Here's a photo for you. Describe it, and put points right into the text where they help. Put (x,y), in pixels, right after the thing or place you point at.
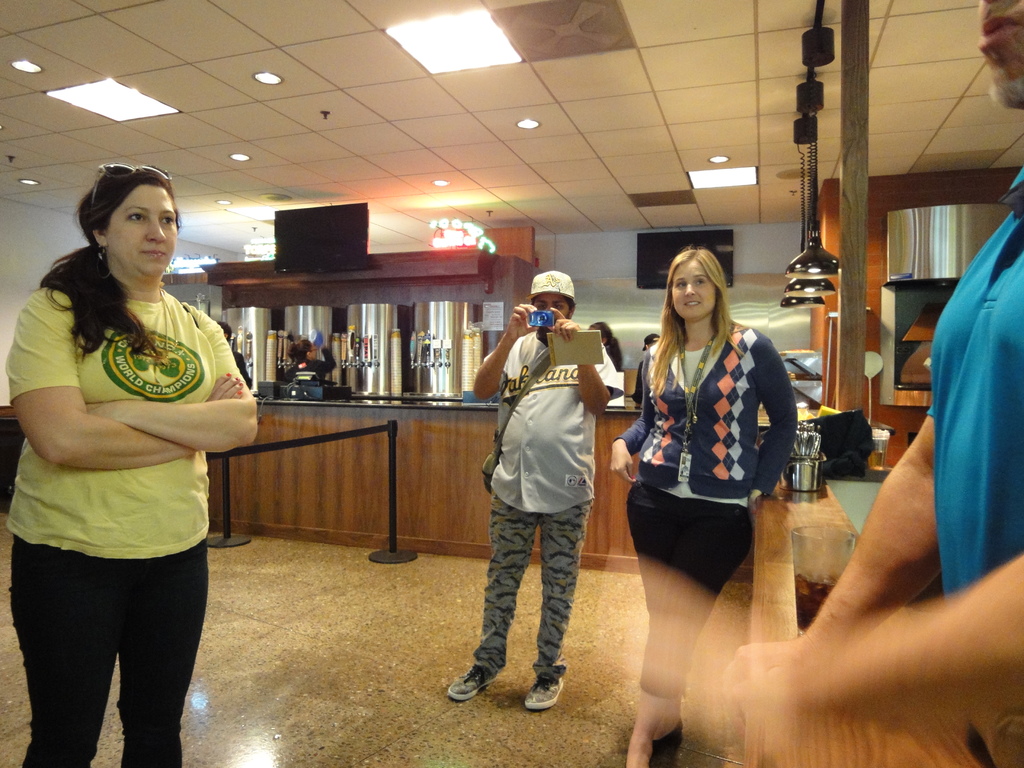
This is an inside view of a room (594,627). On the right side (960,412) there is a man (945,515) and on the left side (113,552) there is a woman (92,480) standing and looking at this man (944,340). In the middle of the image (547,395) there is a woman (682,411) and a man (537,376) are standing. The man (523,378) is holding a camera (546,326) in the hands (563,314) and capturing. In the background (304,468) there is a table (416,458) on which many objects (370,381) are placed. On the right side (836,514) also there is a table (825,486) on which bowls (810,477), a bag (846,456) and some other objects (817,433) are placed and also there is a pole (860,297). At the top of the image (99,106) there are few lights (147,97).
